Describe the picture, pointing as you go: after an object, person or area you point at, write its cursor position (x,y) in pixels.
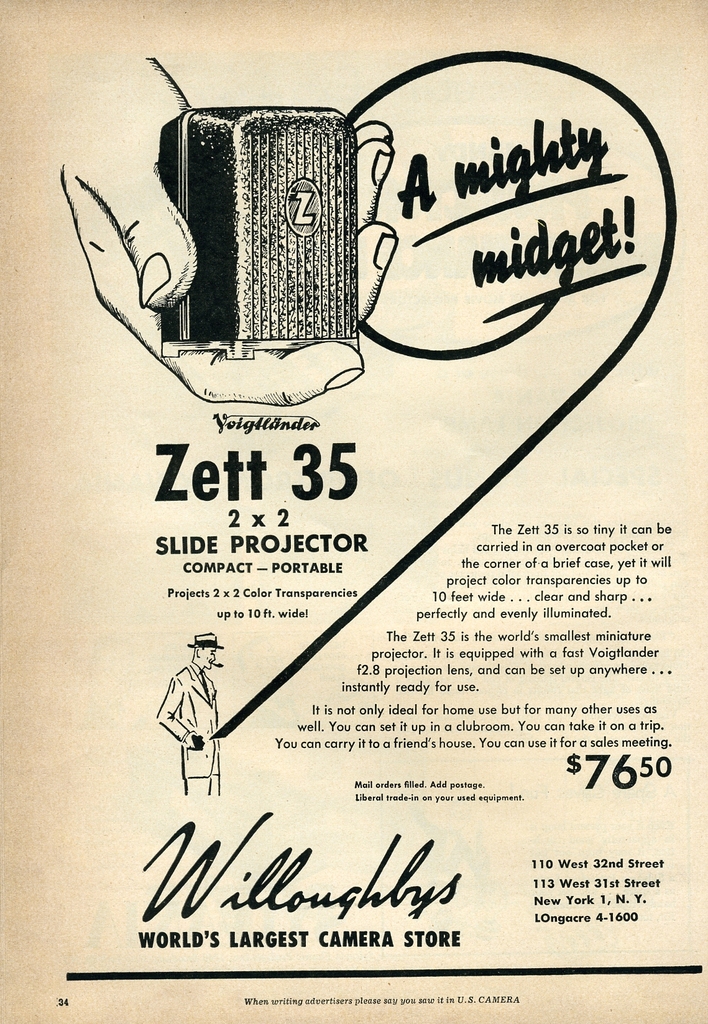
This is a picture of a poster (216,617). In this picture, we see the sketch (177,714) of a man (185,685) and the hand (129,312) of a person (162,208) who is holding an object (266,112). On the right side (503,673), we see some text (478,592) written in black color. In the background (98,791), it is white in color and it might be a paper (337,801).
